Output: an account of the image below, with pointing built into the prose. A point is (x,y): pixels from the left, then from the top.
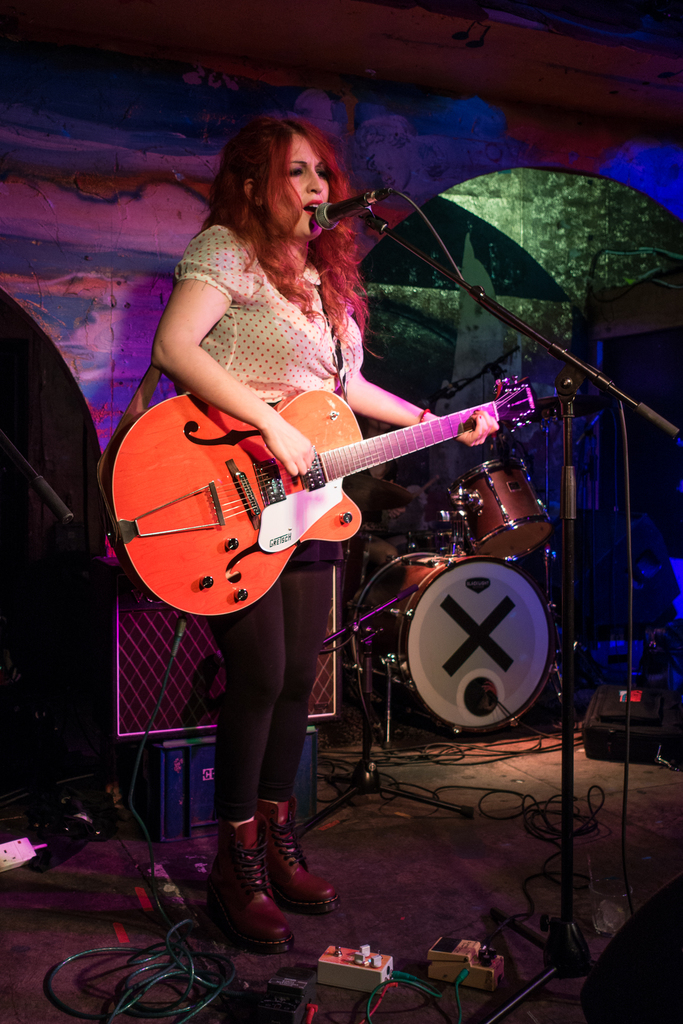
In this picture we can find a woman (356,386) standing and holding a guitar (350,515) and singing in microphone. In the background (551,202) we can find a painted wall (162,119) with drums (443,524) and some music boxes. She is wearing a brown shoes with white top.
